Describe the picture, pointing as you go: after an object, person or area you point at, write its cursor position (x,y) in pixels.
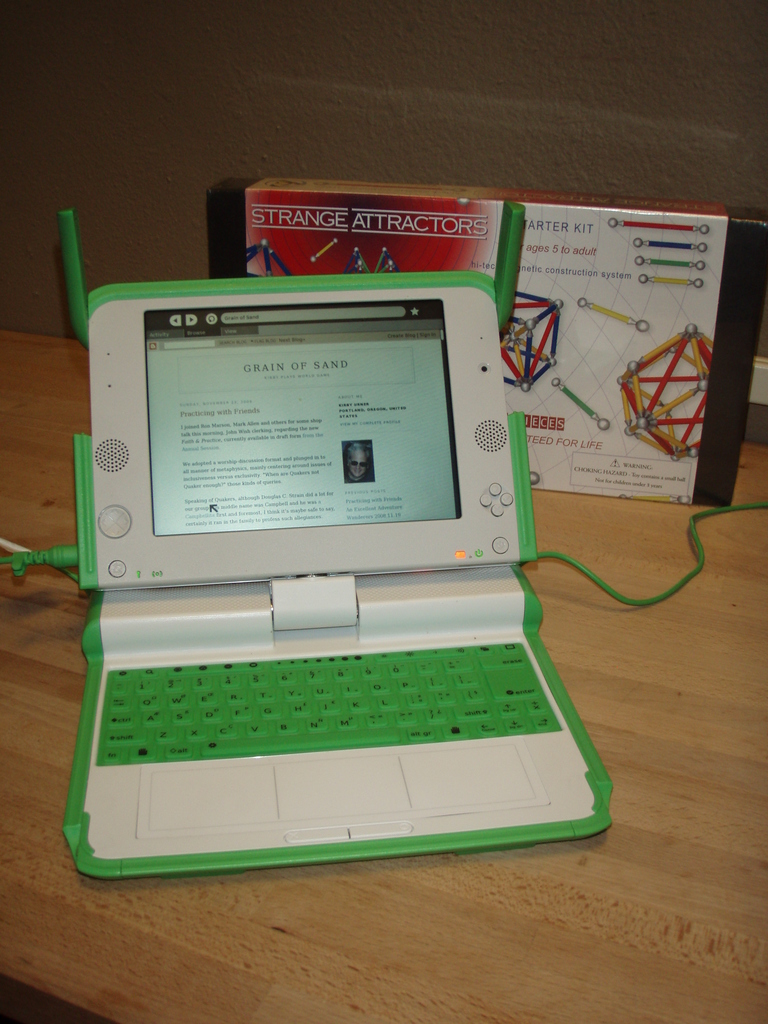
In this image there is a laptop (289,407), behind the laptop (393,555) there is a box (546,303) and a cable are on the top of a desk (413,883).
